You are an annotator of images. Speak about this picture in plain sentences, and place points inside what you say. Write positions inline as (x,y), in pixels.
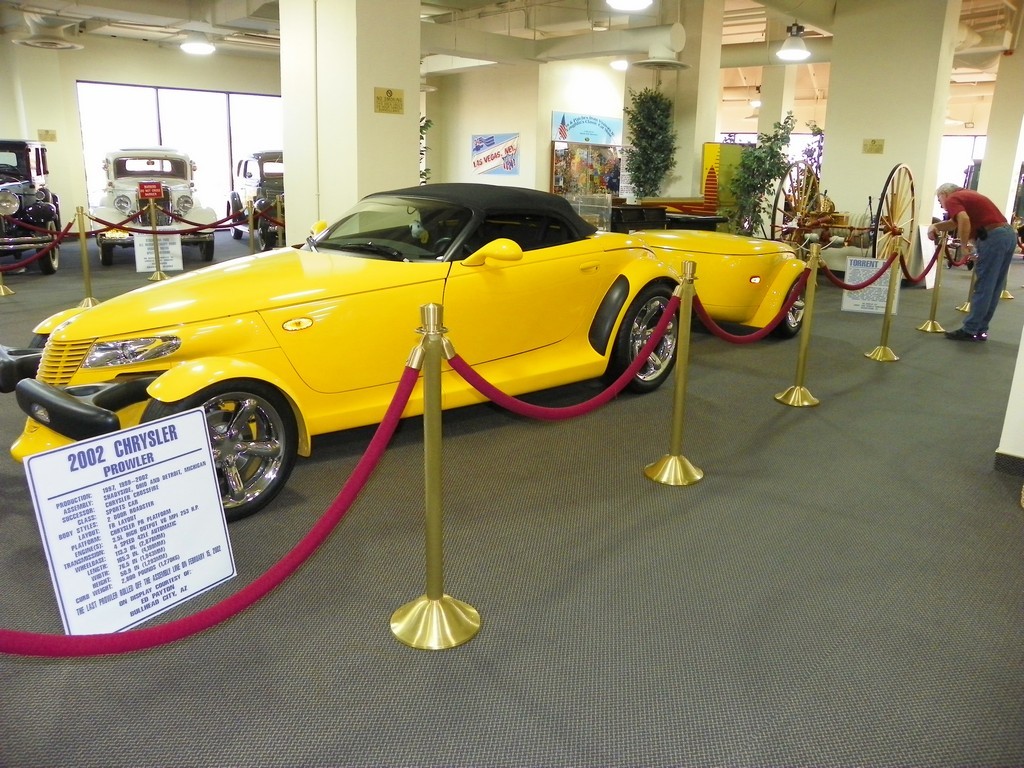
In this picture there is a yellow color car (324,298) parked in the showroom (74,252). Behind there are some more classic cars (107,252) are parked. On the right side (965,215) we can see an old man (974,217) wearing red color t-shirt (977,210) and watching the wheel (891,196). In the front (485,484) bottom side there is a carpet flooring (58,303) and red and golden color chain stand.
